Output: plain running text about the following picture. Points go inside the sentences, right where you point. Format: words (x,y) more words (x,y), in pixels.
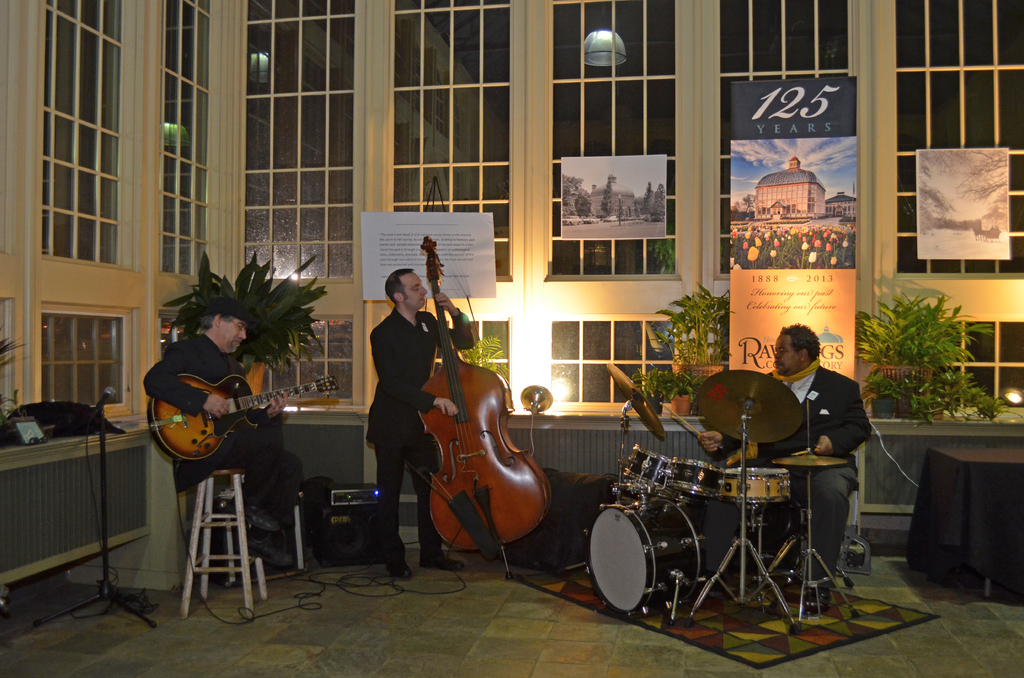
In this image in the middle (414,385) there is a man (424,369) he is playing double bass (467,454) he wears shirt (408,372), trouser (392,474) and shoes (439,558). on the right (794,449) there is a man (830,468) he is playing drums (743,493). On the left (210,420) there is a man (221,409) he is playing guitar (202,443). In the background (555,402) there are mic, window (433,147), poster (437,239) plant (718,350) and light (538,403).
